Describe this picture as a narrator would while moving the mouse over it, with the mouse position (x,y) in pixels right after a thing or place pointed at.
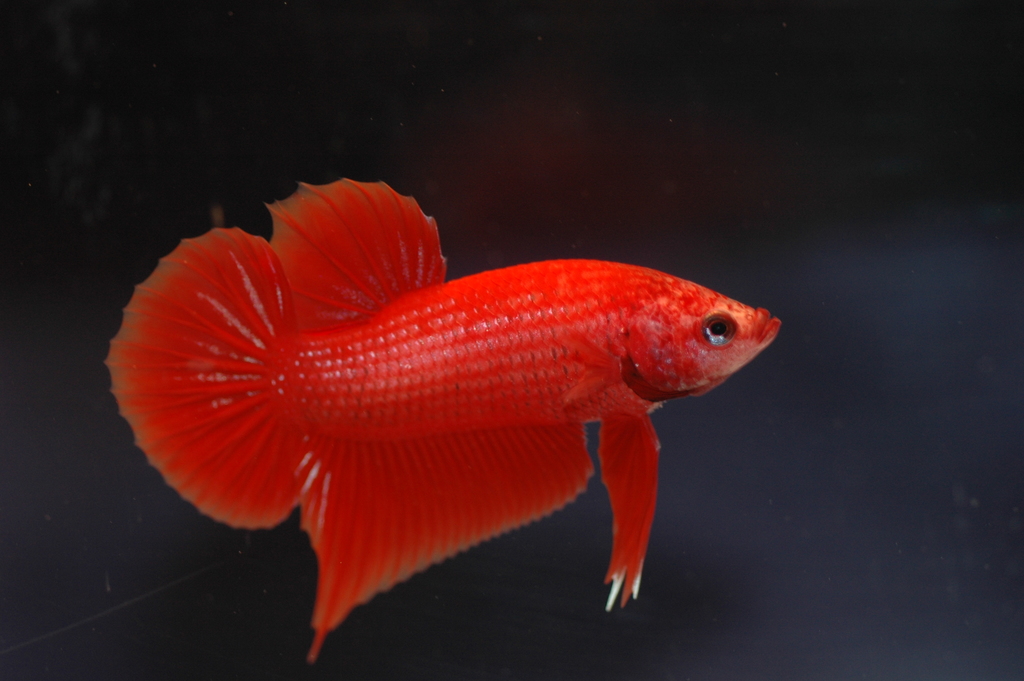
There is a red color fish (430,358). And the background (247,602) is dark in color.
